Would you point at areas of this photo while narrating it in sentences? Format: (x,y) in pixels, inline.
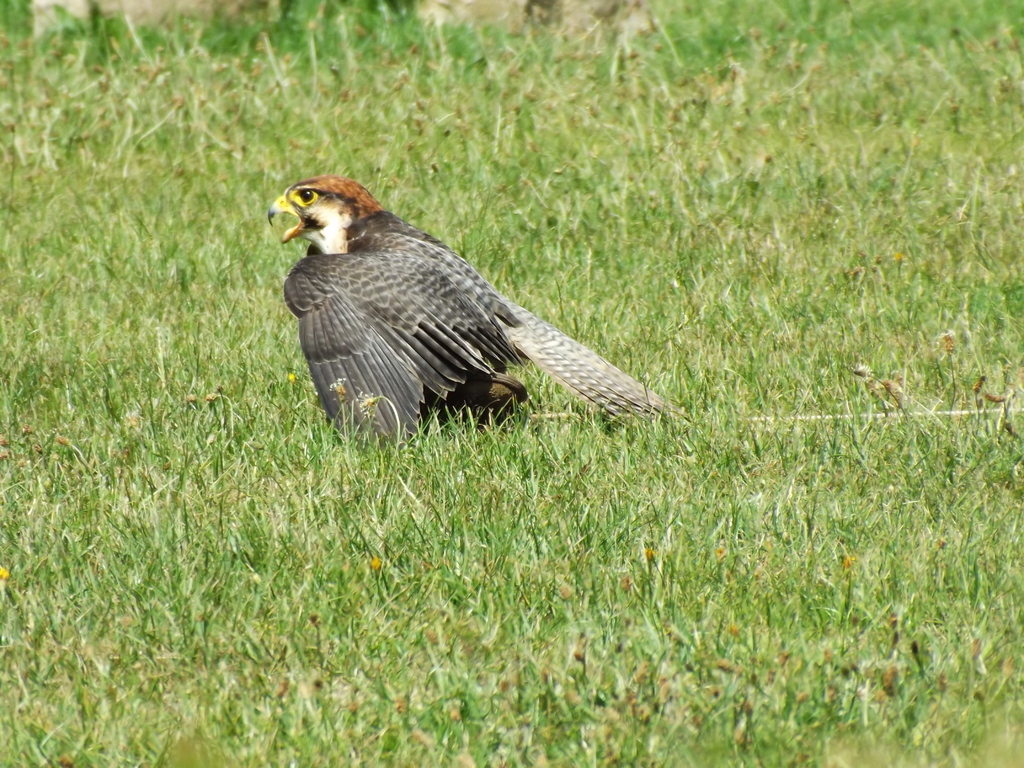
In the center of the image (374,309) we can see a bird (326,295). At the bottom (545,547) there is grass (561,568).
